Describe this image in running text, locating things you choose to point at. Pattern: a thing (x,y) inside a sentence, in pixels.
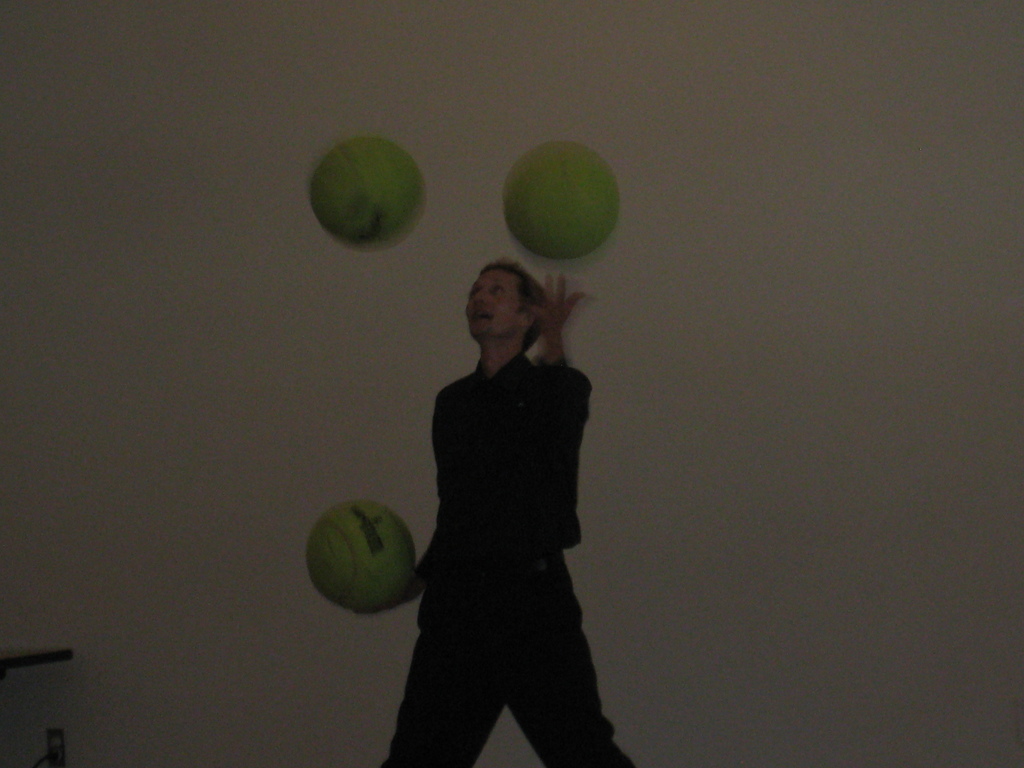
In this image we can see a person (493,602) standing holding a ball (382,601) in a hand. On the backside (240,551) we can see a wall (208,475).
